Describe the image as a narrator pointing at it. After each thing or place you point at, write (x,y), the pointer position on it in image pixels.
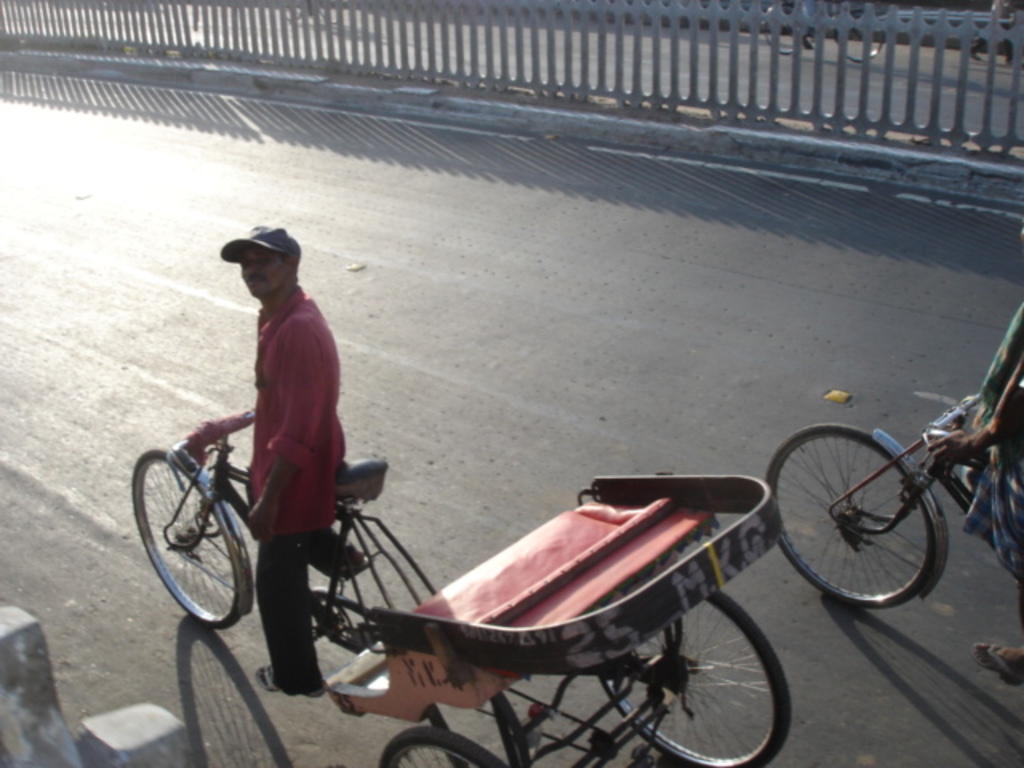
Bottom left side of the image (306,642) a man (262,688) is standing beside a vehicle (472,765). Bottom right side of the image (921,577) a man (994,369) is holding a bicycle (921,577). At the top of the image (733,36) there is a fencing (1022,38). Through the fencing (524,9) we can see few people (1006,5) are riding bicycles (983,49) on the road (700,81).
